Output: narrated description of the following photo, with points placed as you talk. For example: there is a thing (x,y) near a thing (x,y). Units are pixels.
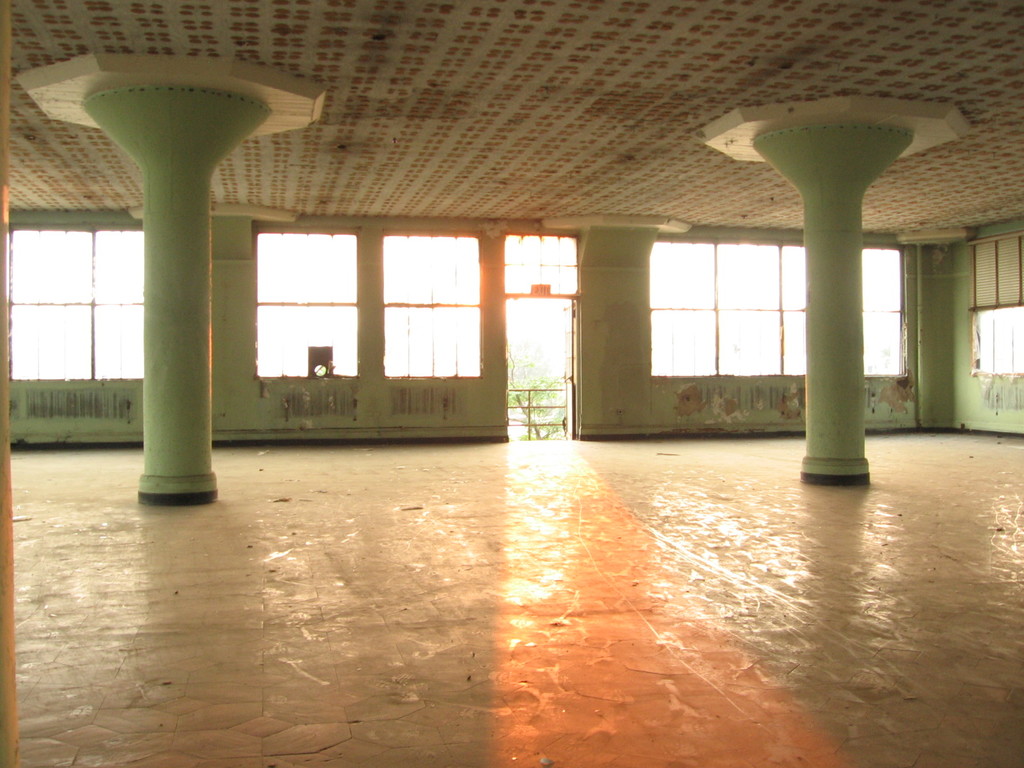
In this image we can see some pillars (199,483), a fence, tree (546,398), windows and a roof (751,48).
